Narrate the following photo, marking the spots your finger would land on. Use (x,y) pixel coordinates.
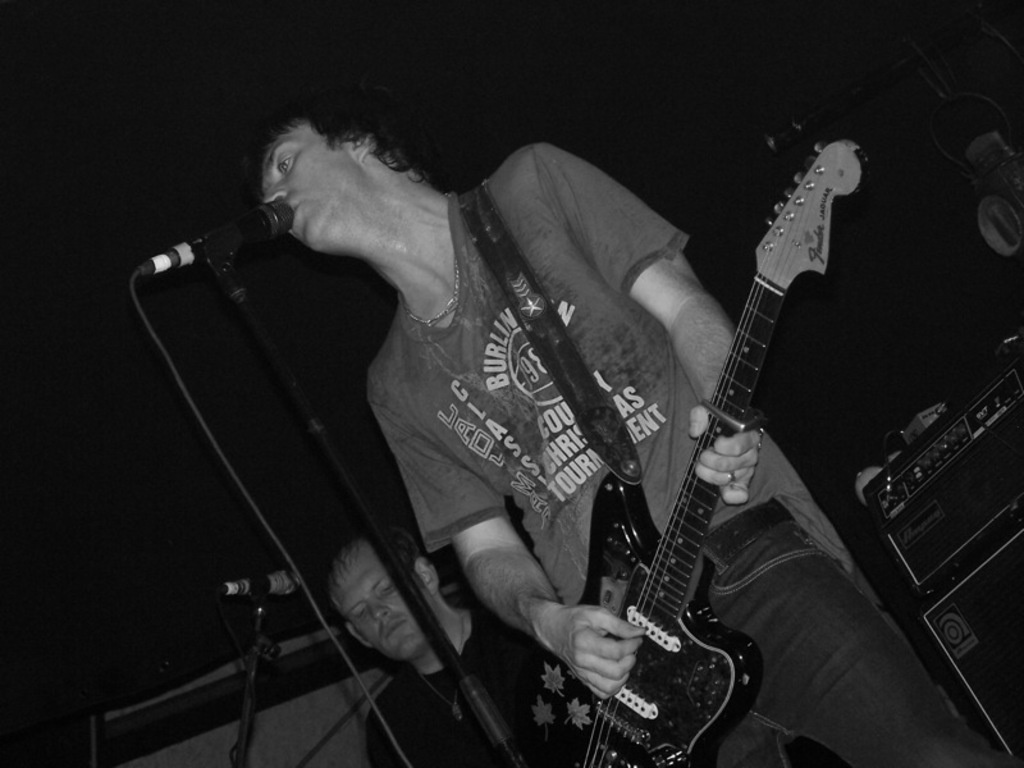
In this image there is one person (515,355) who is standing and he is holding a guitar (689,483) and in front of him there is one mike (262,222) it seems that he is singing beside this person (478,475) there is another person (394,629) who is sitting and in front of him there is one mike (287,591). On the right side (955,500) there is one sound system (953,521).
